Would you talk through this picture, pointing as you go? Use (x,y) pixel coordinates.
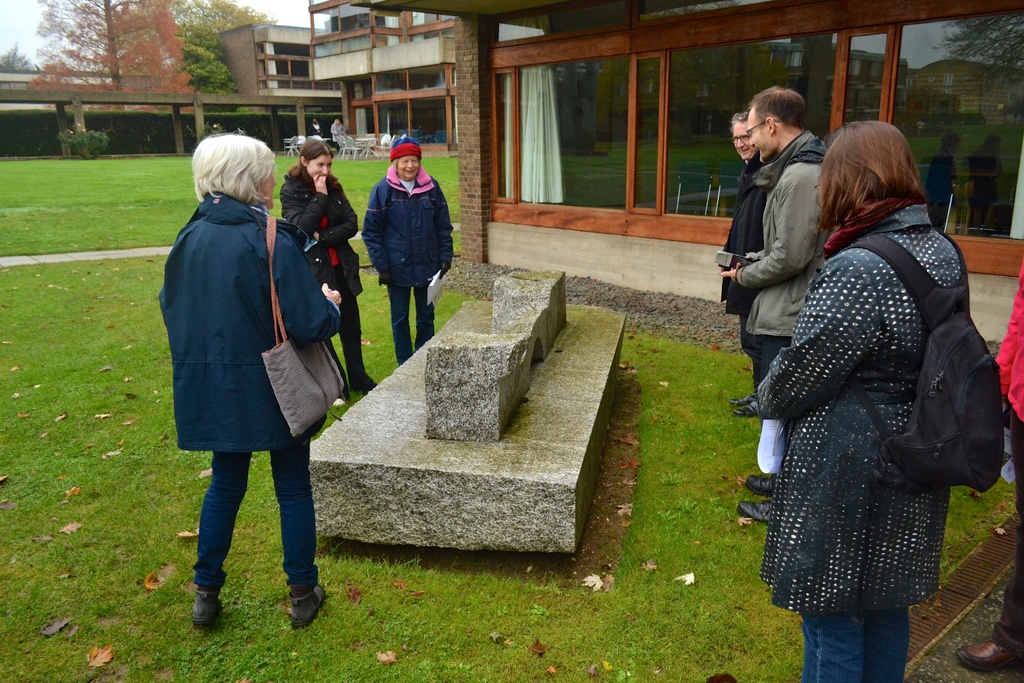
In this image we can see a few people (365,381) around a stone (523,349), two of them are holding papers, there are houses (456,84), windows (361,114), curtain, there are plants (280,146), trees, also we can see the sky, and leaves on the ground (442,159).
